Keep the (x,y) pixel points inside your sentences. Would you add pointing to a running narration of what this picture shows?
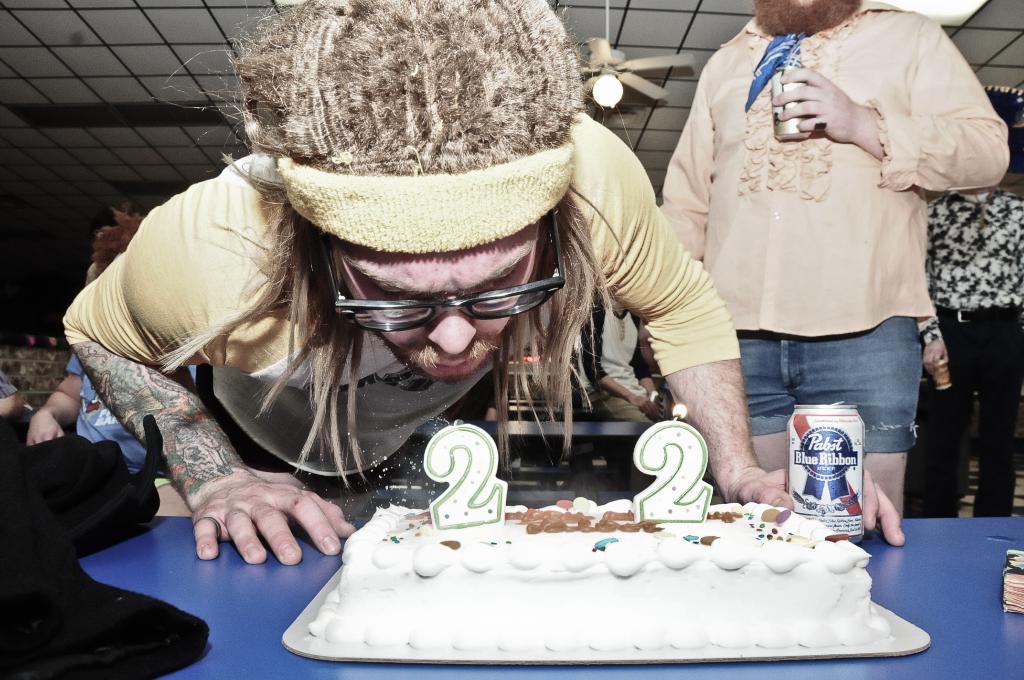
In the foreground (660,446) I can see a cake (663,613) on the table (555,671) and two persons (508,360) are holding cans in their hand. In the background (985,467) I can see three persons (980,262), rooftop (47,33), tables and some objects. This image is taken may be in a hall (335,342).
